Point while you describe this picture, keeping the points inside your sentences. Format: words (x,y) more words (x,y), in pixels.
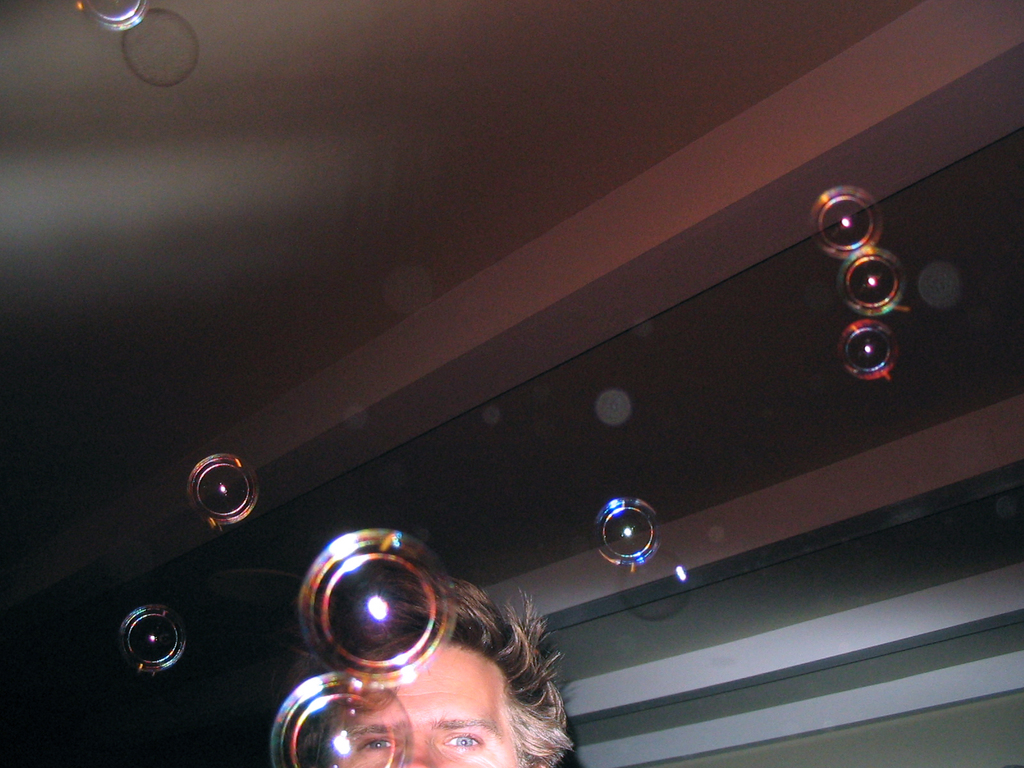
At the bottom of this image (458,620), there is a person (476,650). In the background (331,506), there are bubbles (851,215), there is a roof (913,554) and there is a wall (851,743).
